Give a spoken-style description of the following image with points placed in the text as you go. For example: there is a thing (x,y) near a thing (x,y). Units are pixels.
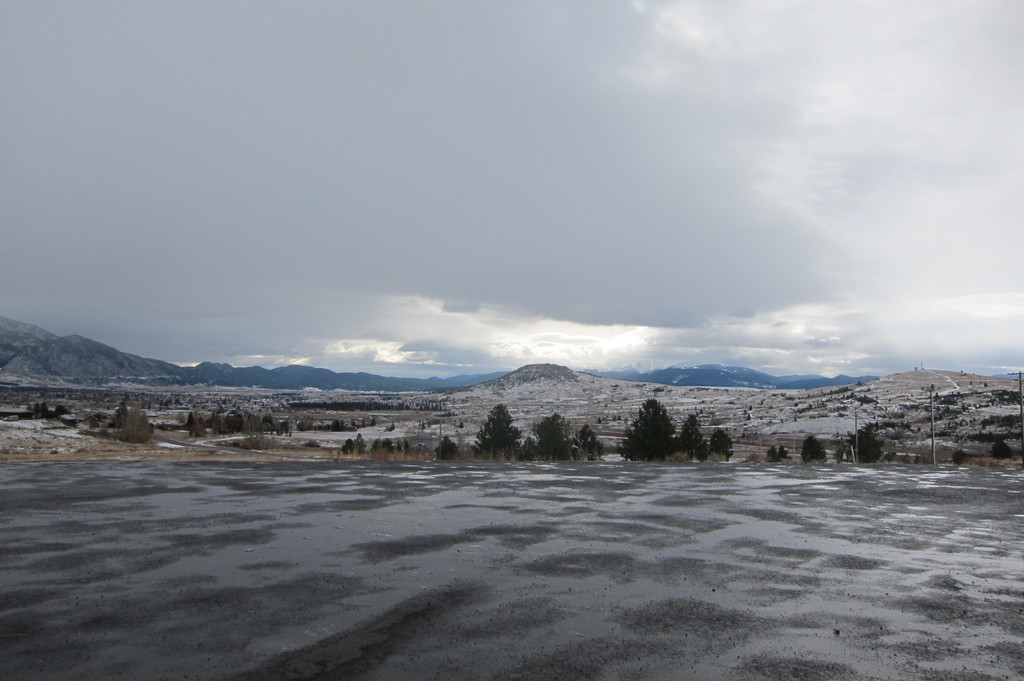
These are the trees (564,435). This looks like a pole (935,438). I think these are the hills (542,399). In the background (686,373), these look like mountains (421,379). I can see the clouds (404,286) in the sky (844,282).
